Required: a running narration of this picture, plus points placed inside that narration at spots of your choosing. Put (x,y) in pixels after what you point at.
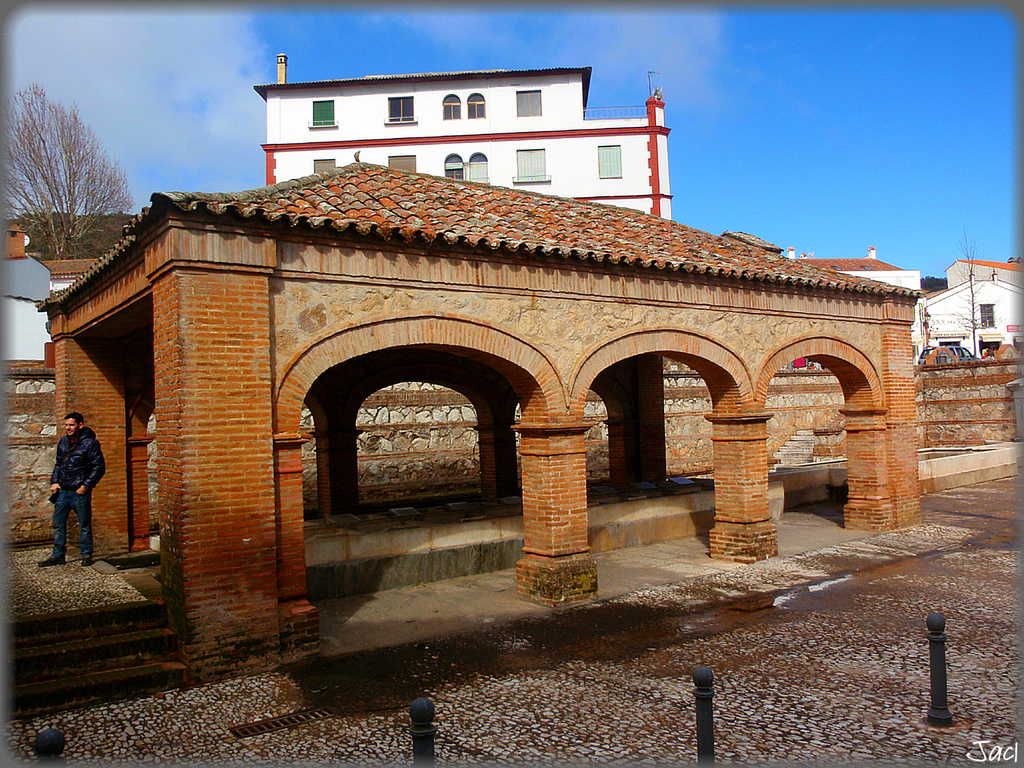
In this image we can see a person (96,467) wearing blue color jacket (80,470) standing on the ground (511,722) there are some poles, house (263,515) and in the background of the image (19,153) there is tree (62,134), there are some buildings (887,269) and top of the image (829,119) there is clear sky (805,117).
